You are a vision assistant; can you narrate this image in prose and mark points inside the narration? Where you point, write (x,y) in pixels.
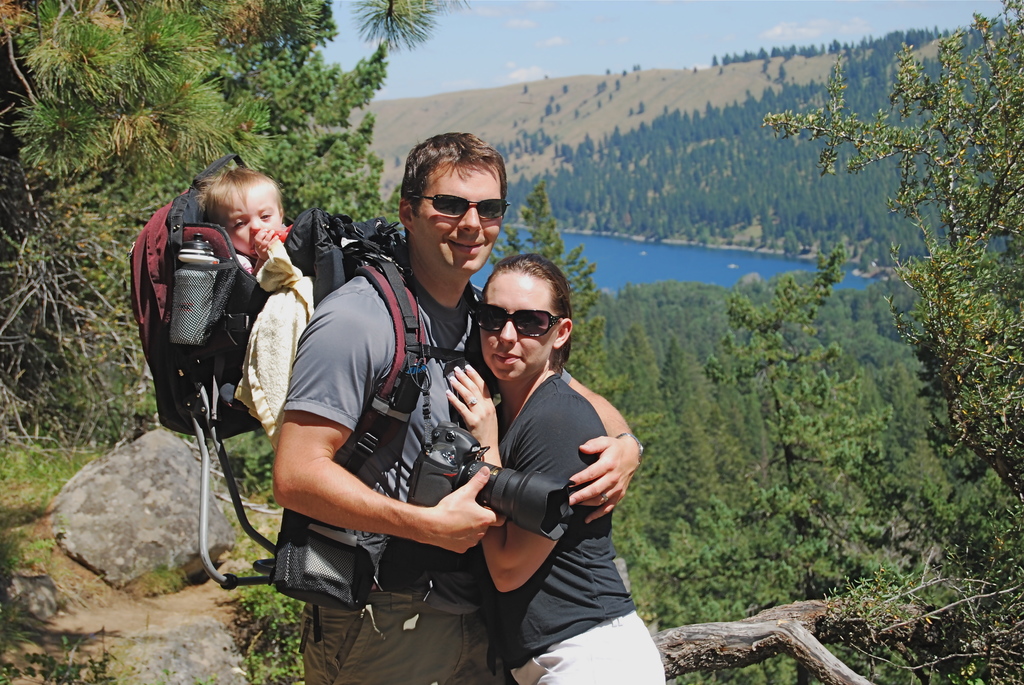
In the image a family (447,504) is posing for the photo, the man (438,373) is wearing a bag (407,368) and there is a baby (239,221) sitting in that bag (408,379), he is also holding a camera (426,470) with his hand (466,524) and behind them there are mountains (769,88), trees (20,8) and a water surface (728,258).
